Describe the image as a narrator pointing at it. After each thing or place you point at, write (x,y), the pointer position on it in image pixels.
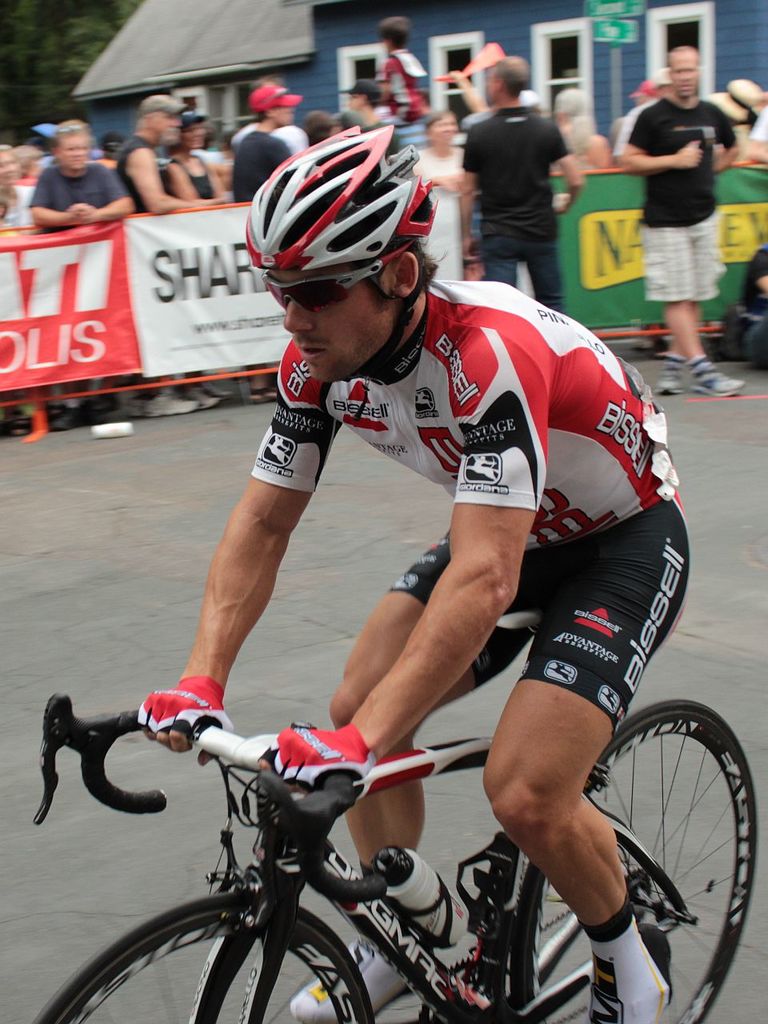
In this image I see a man (525,743) who is wearing shades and helmet (256,230) and is on the cycle (706,990). In the background (534,224) I see the banners (732,212), lot of people (696,303) and a house (433,8).
